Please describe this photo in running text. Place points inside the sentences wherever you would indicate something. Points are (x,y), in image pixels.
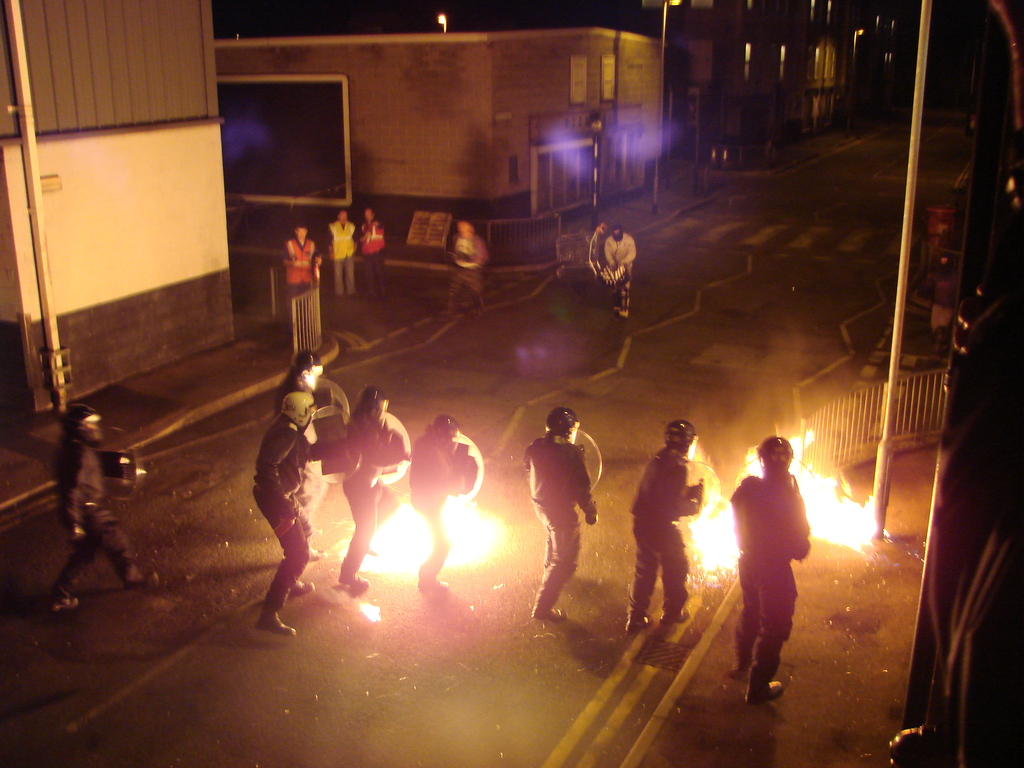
In this image there is road (716,596), there are people (451,478) standing on the road (329,500), there are person (762,553) holding objects (313,433), there is fire (415,533) on the road (342,556), there are houses (702,94), there is a pole (918,64), there is an object (983,696) truncated towards the right of the image (986,486), there is an object (33,191) truncated towards the left of the image (56,359), there is a street light (669,1).
